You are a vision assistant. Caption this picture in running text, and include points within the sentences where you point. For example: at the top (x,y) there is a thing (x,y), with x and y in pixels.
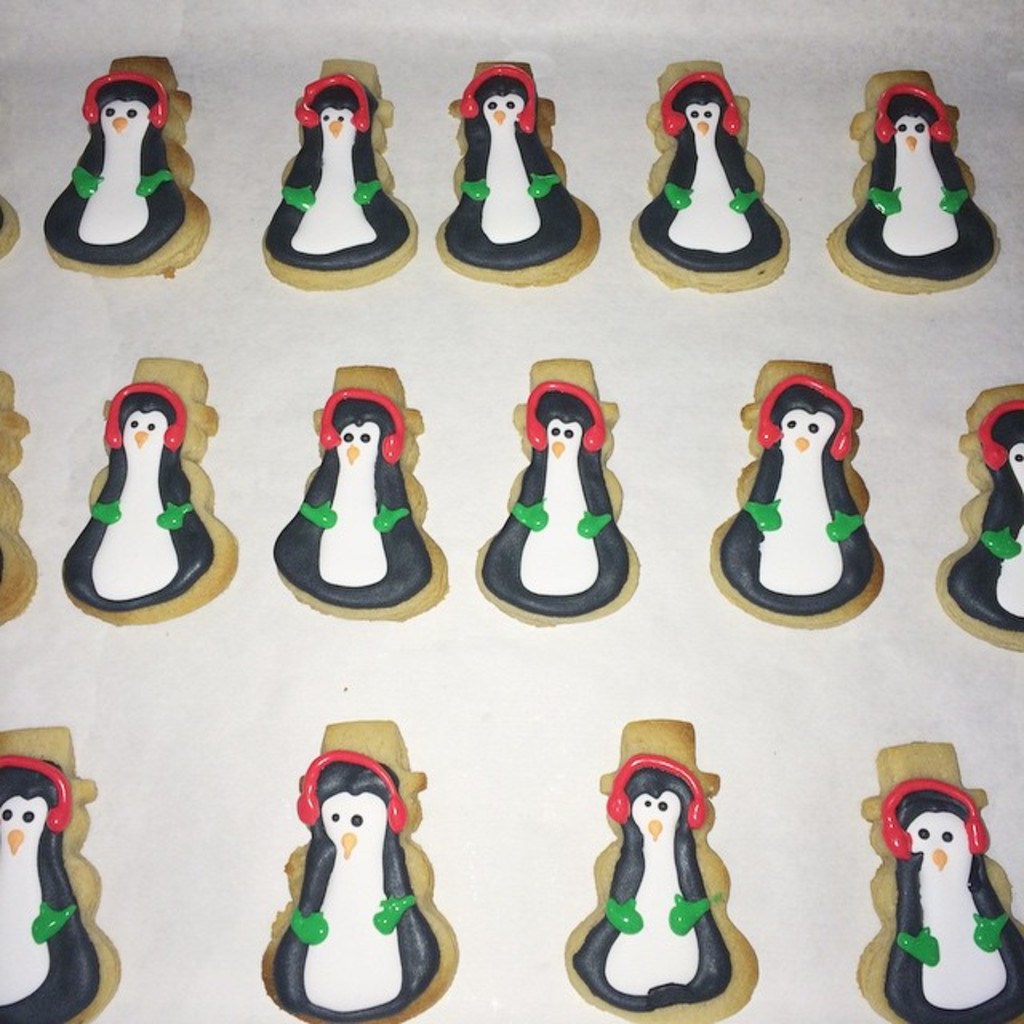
In this image I can see few cookies (857,425) decorated with icing (55,210) and these are placed on a white surface (223,704).
